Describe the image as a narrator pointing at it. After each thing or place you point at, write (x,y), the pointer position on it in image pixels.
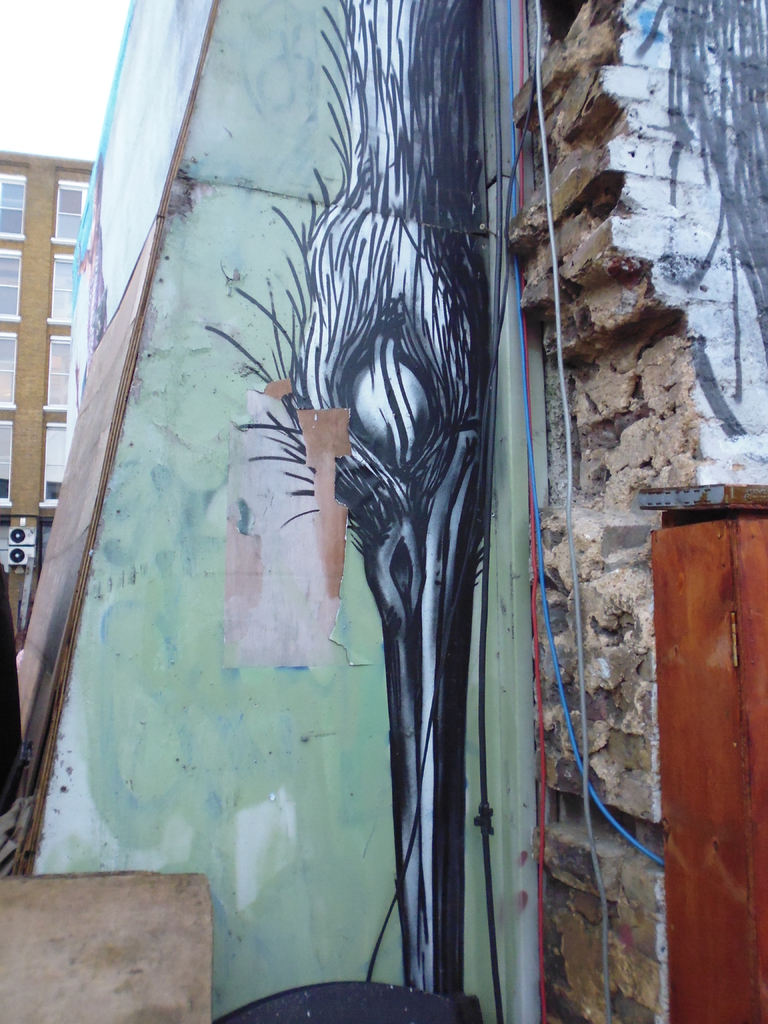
In this image, we can see the wall (576,78) with some art (472,5) and some objects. We can also see a building (52,513) with some objects (29,558) attached to it. We can also see an object (101,878) on the bottom left corner (145,879) and an object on the right (679,889).
